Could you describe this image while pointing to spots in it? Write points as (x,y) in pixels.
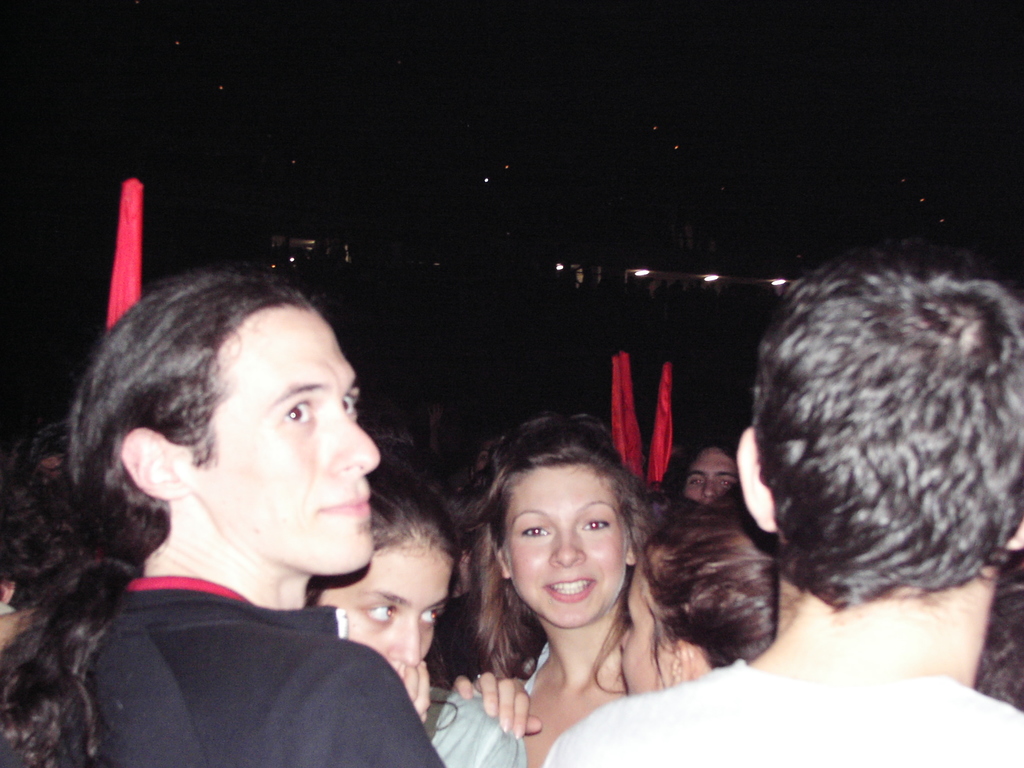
In the picture we can see some people (773,543) are standing near to each other and one woman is smiling and one person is looking up and in the background (936,150) we can see some dark with some lights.
